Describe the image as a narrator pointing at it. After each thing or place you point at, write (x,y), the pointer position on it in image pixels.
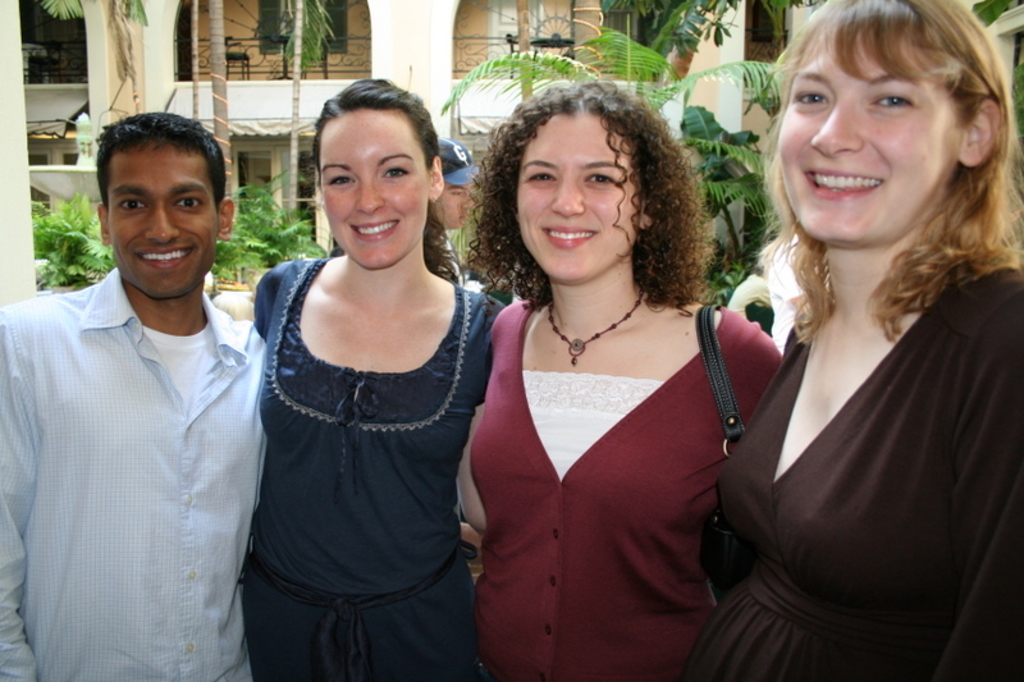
In this picture I can see a man (186,247) and 3 women (524,261) standing in front (137,384) and I see that they are smiling. Behind them I can see a person (456,169) who is wearing cap (465,160). In the background (64,285) I can see a building (20,296) and number of trees (673,15).
